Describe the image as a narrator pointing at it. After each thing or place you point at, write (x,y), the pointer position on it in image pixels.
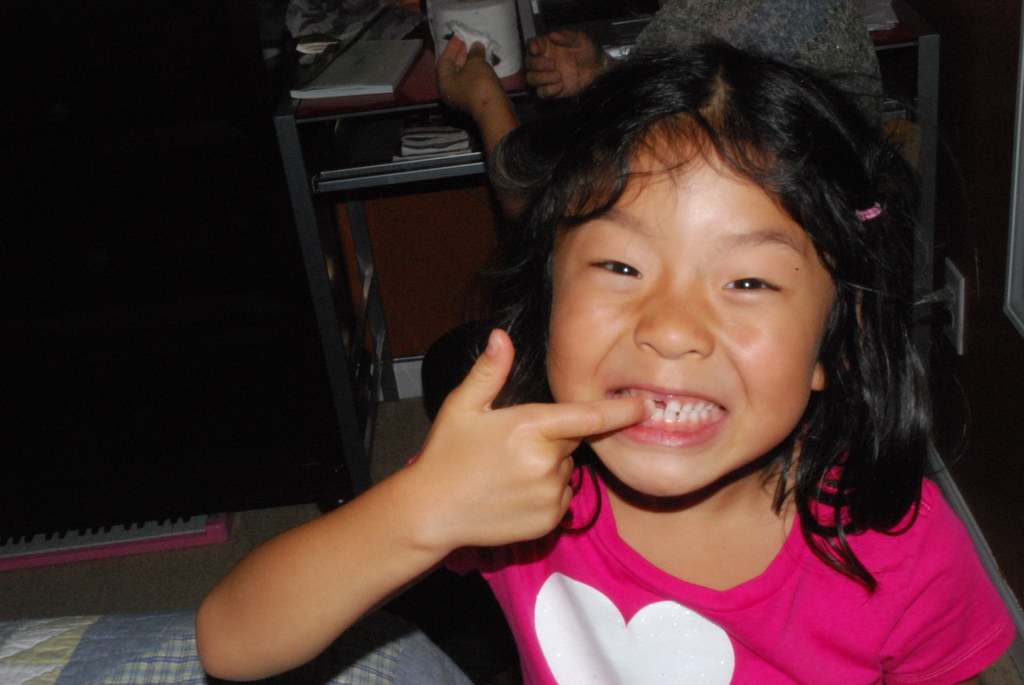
In the foreground of the picture (637,305) we can see a girl (570,456), cloth (66,666) and wall (966,274). At the top (416,182) we can see desk (345,131), books (416,155), person (770,21) and other objects (340,32).
